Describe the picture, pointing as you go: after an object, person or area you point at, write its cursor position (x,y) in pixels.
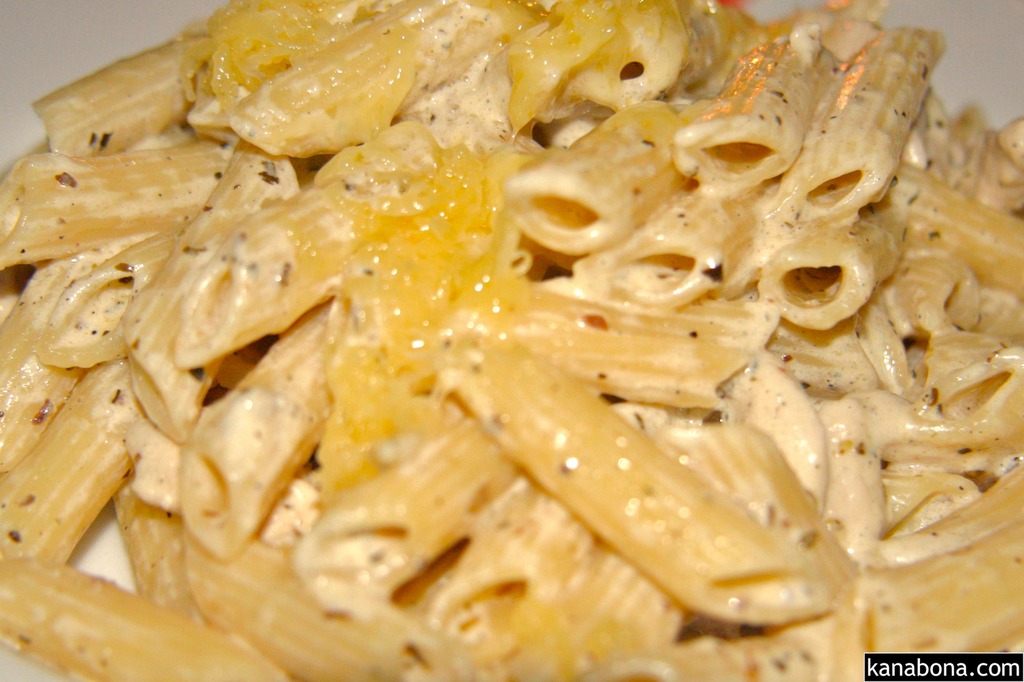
In this picture we can see pasta (142,387), at the right bottom (979,664) there is some text (911,666).
